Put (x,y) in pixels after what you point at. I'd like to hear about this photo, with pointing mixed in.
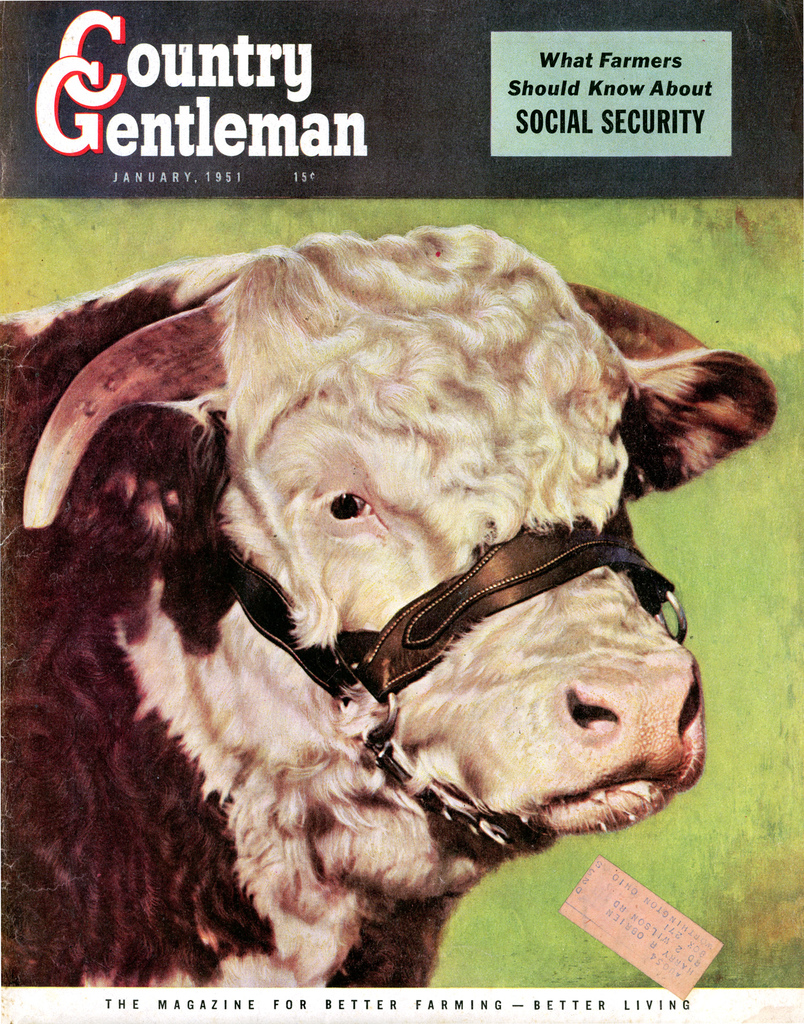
In this image, we can see an animal (585,491) and some text (644,118).
